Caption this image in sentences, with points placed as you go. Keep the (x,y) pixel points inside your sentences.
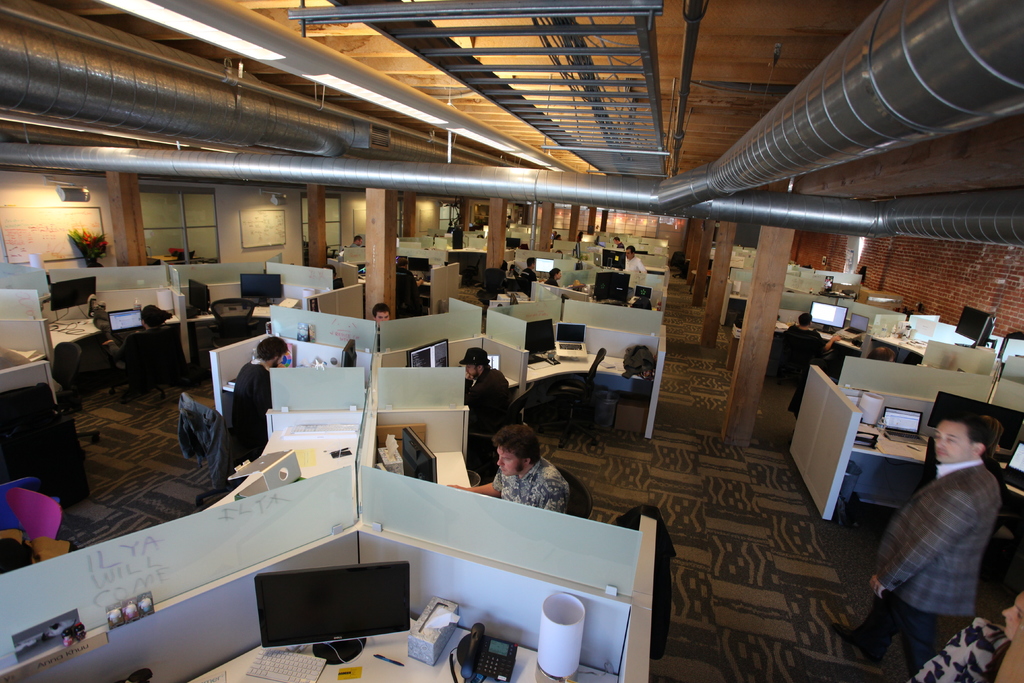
In this image I can see people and desks (368,365). I can also see computers (346,358) on every desk (338,441). Here on ceiling (737,102) I can see a pipeline (545,190).
